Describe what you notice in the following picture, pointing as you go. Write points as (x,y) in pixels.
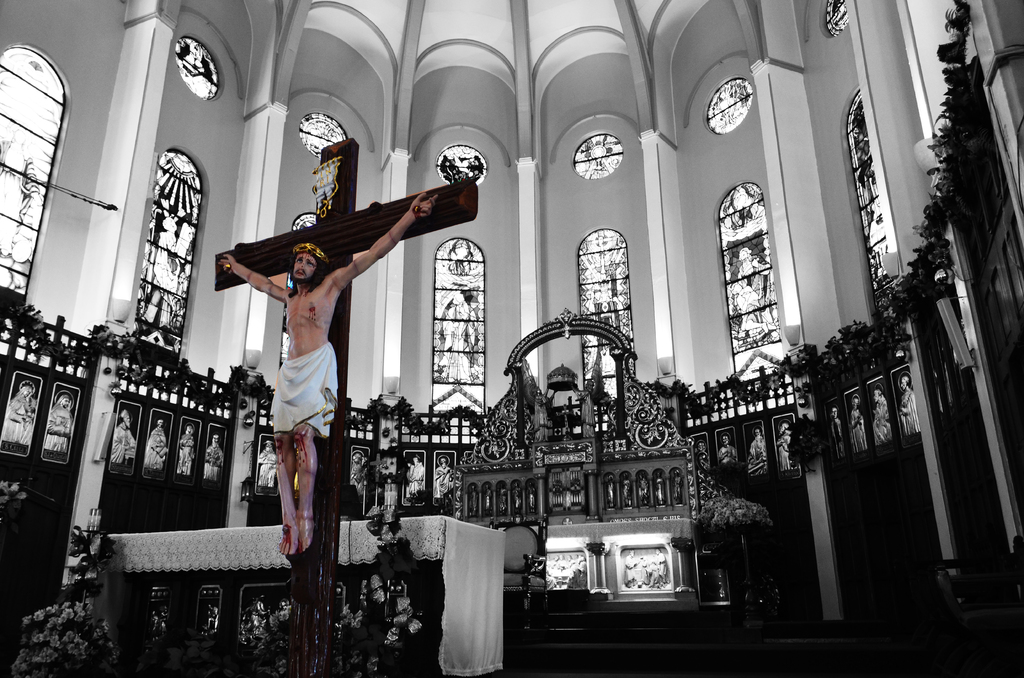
In the foreground of this image (305,465), there is a sculpture (318,420) to the cross symbol (343,263) and behind it, there is a table (180,571) with white cloth (134,538), candle holders (93,522), plants (89,648) and flowers (364,639). In the background (502,116), there is the wall (804,208) of the church (489,43) with few lights (259,362) and plants (849,371) to it. In the background (565,571), there is a chair (507,584) and few sculptures (631,558) to the wall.
